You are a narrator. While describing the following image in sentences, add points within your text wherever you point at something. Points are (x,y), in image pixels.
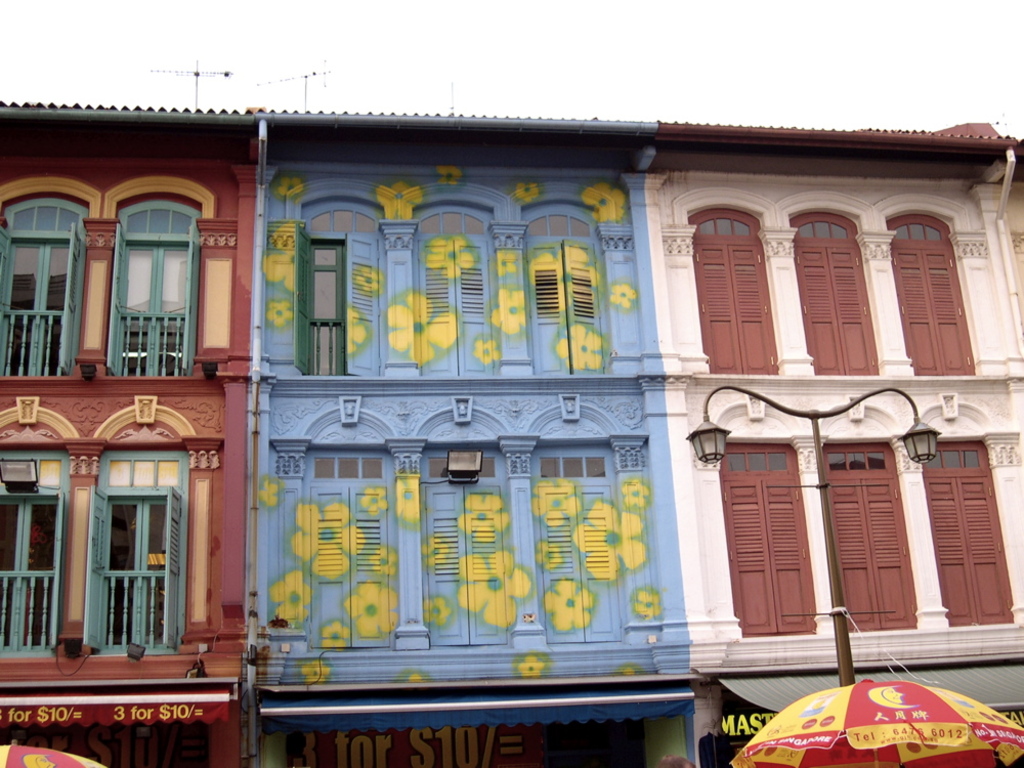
In this image there is a sky (606,33), there are buildings (522,511), there is light (464,462) on the buildings (447,446), there are windows (123,276), there is a street light (838,566), there is an umbrella (885,743), there are shops (544,721).
